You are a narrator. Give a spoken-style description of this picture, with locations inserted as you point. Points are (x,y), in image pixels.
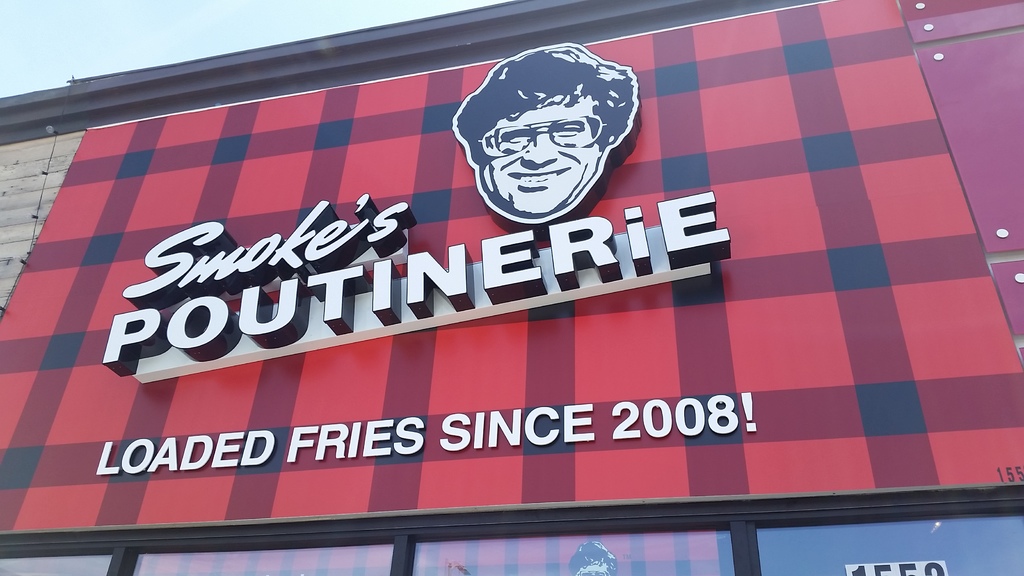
In this image I can see the wall (662,149), on the wall (436,196) I can see text (170,268) and person image (481,88), at the top (136,38) I can see the sky (231,31).
